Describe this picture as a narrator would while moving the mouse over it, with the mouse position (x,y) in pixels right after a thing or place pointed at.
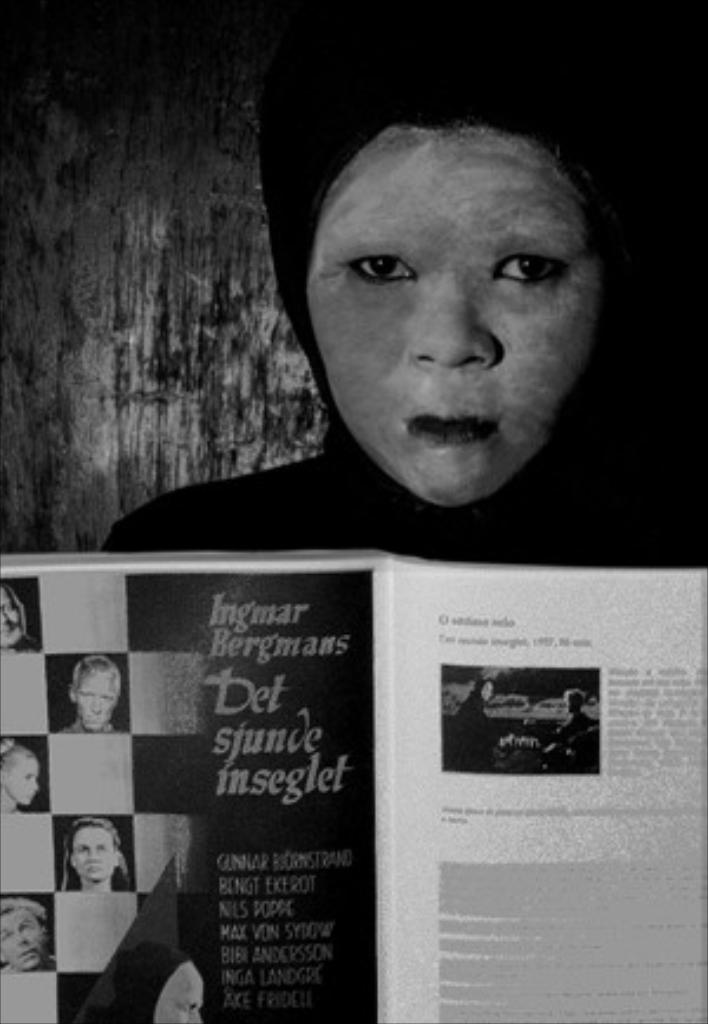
In this image we can see a person (458,348) wearing black dress (568,103) is holding a book (197,907) in her hands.
